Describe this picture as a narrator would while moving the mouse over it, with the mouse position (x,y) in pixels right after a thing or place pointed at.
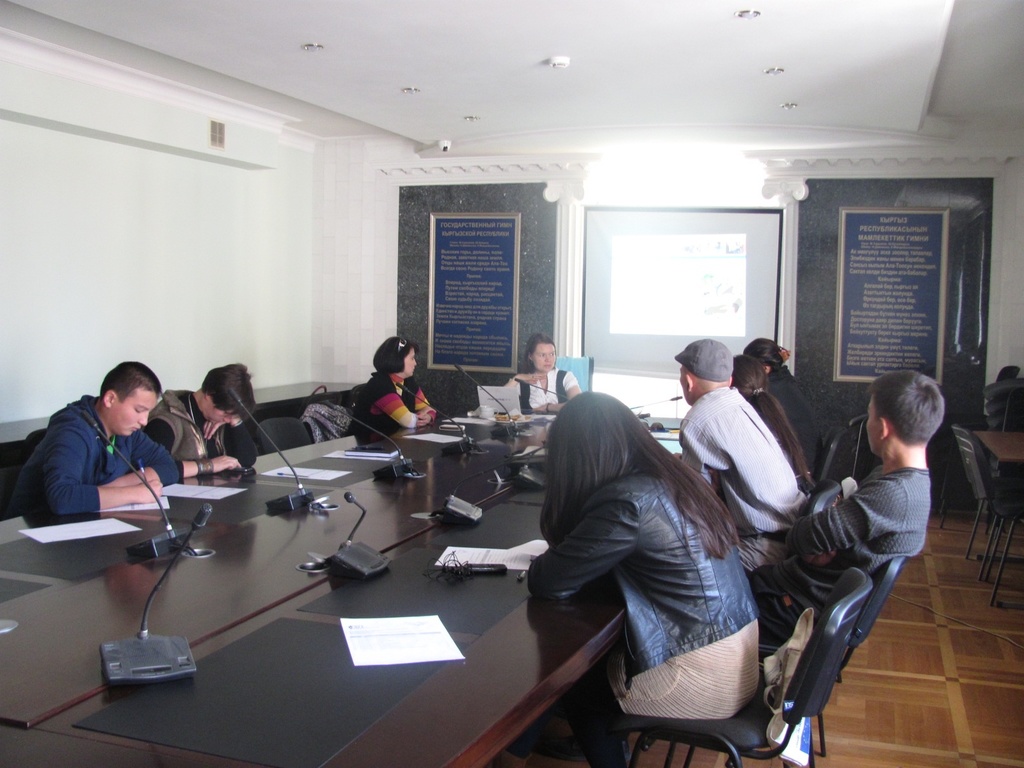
In this Picture we can see inside view of the boarding room (906,755) in which group of girls (689,594) and boys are sitting around the table (231,561) for meeting and discussing something. In the center (485,441) we can see the wooden table (198,560) on which microphone (121,654) is attached and in front a woman (564,383) wearing black coat (531,407) and white shirt (542,396) is discussing something with the left side sitting girls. Behind we can see the granite wall (822,367) on which both the side we can see the blue color naming plates (461,328) and a projector screen (766,272) in the center (658,267). On the top white ceiling (404,115) we can see some spotlight (416,89), CCTV cameras (440,148) and fire alarm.
